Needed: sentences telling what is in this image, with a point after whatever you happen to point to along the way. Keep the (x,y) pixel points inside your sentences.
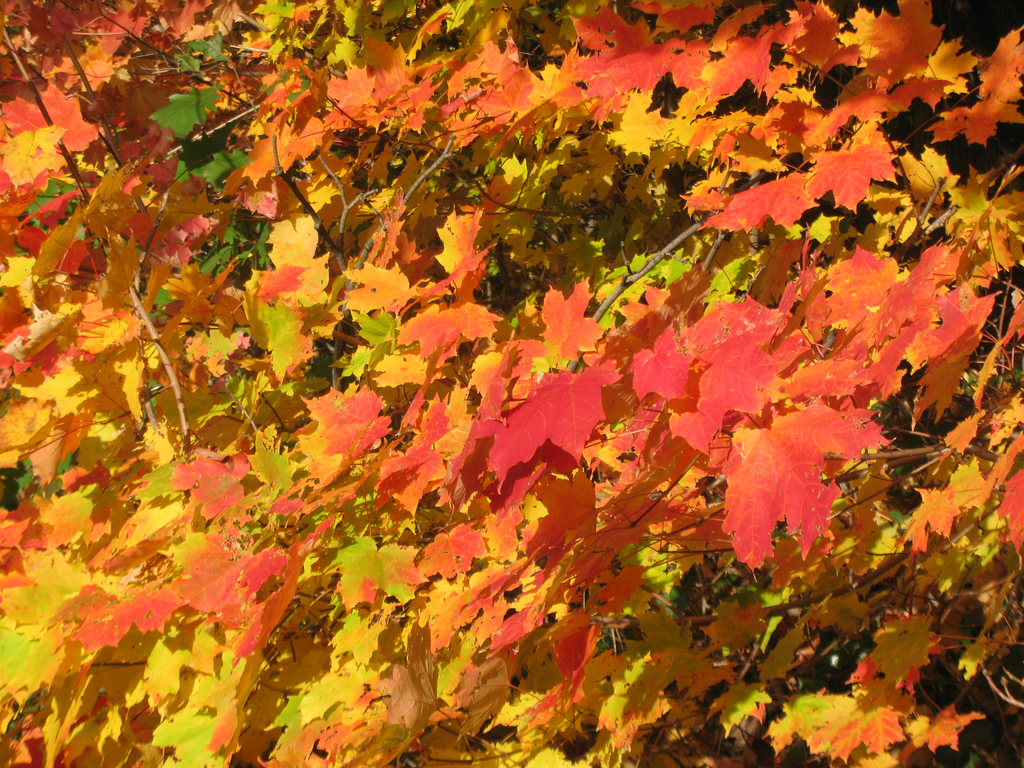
In this image we can see many maple leaves (471,423).
